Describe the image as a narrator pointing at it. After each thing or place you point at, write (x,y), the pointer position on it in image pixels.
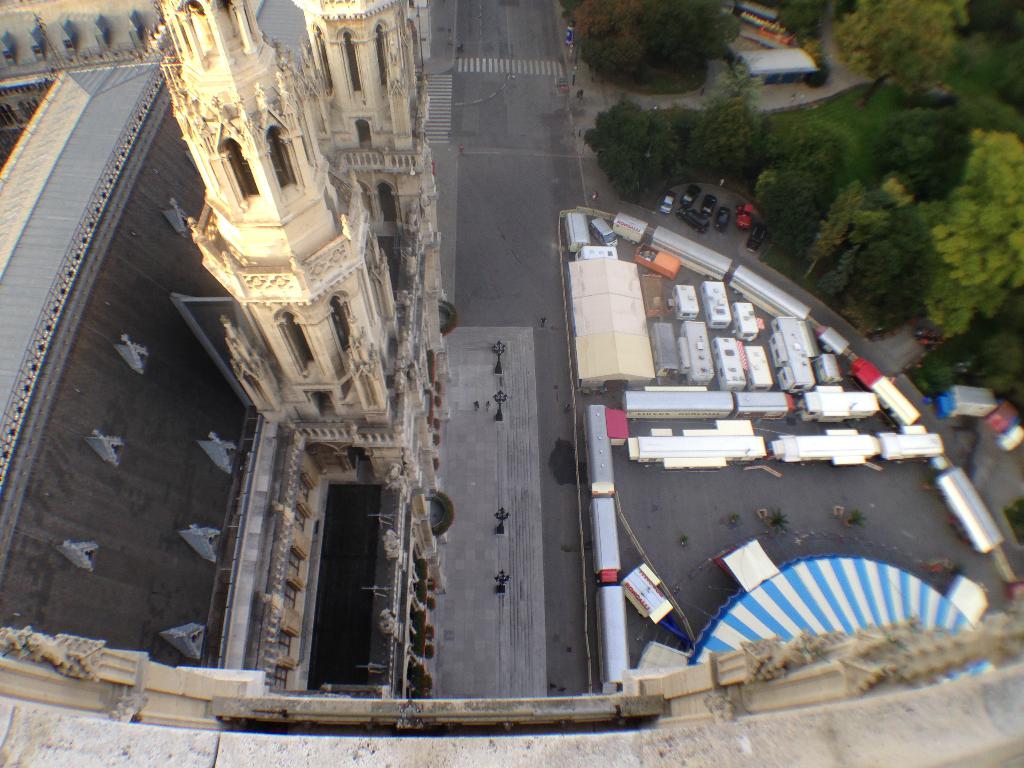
This image is taken from the top, where we can see few buildings (296,231) and the roof (38,220) on the left (236,232). In the middle (497,279), there is a road (533,19) and few poles (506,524). On the right (702,368), there is a tent (634,357), few shelters (669,361) and vehicles (780,297). In the right top corner (903,115), there are trees (909,128) and few vehicles (739,213). On the bottom (533,730), there is the wall (374,730) of a building (408,743).
